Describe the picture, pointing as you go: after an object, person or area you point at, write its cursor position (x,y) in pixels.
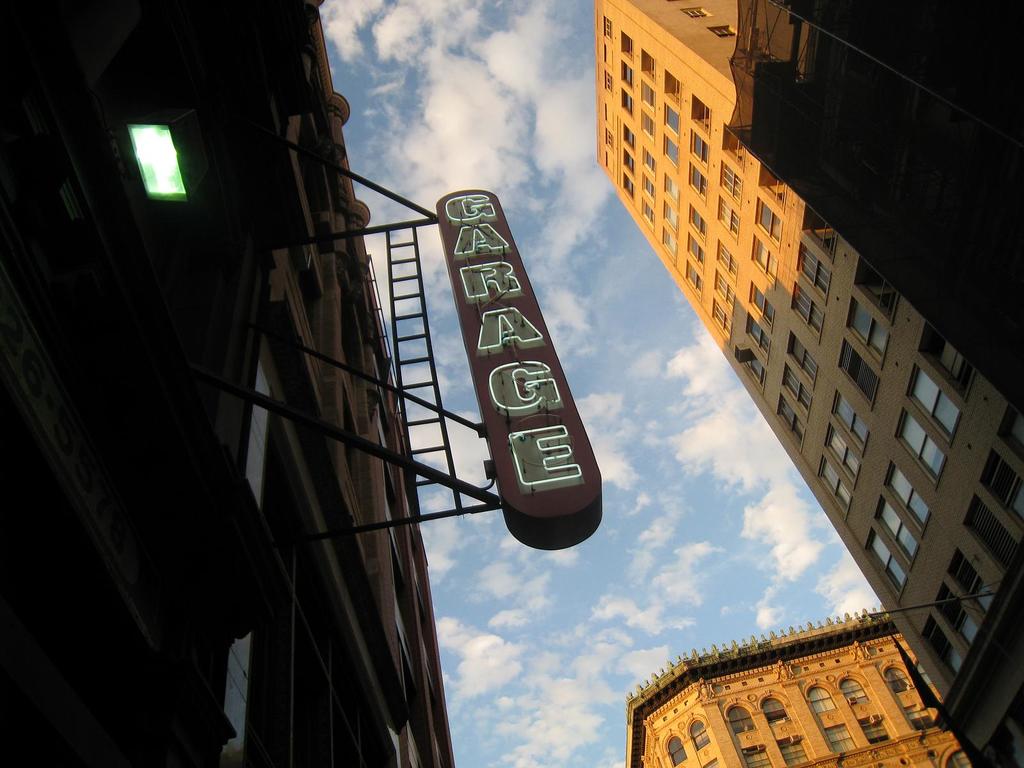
In the picture we can see three buildings (860,533) with many floors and windows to it and to the building (143,501) we can see a board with a name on it as GARAGE and on the top of the building (366,688) we can see the sky (633,451) with clouds (459,541).
